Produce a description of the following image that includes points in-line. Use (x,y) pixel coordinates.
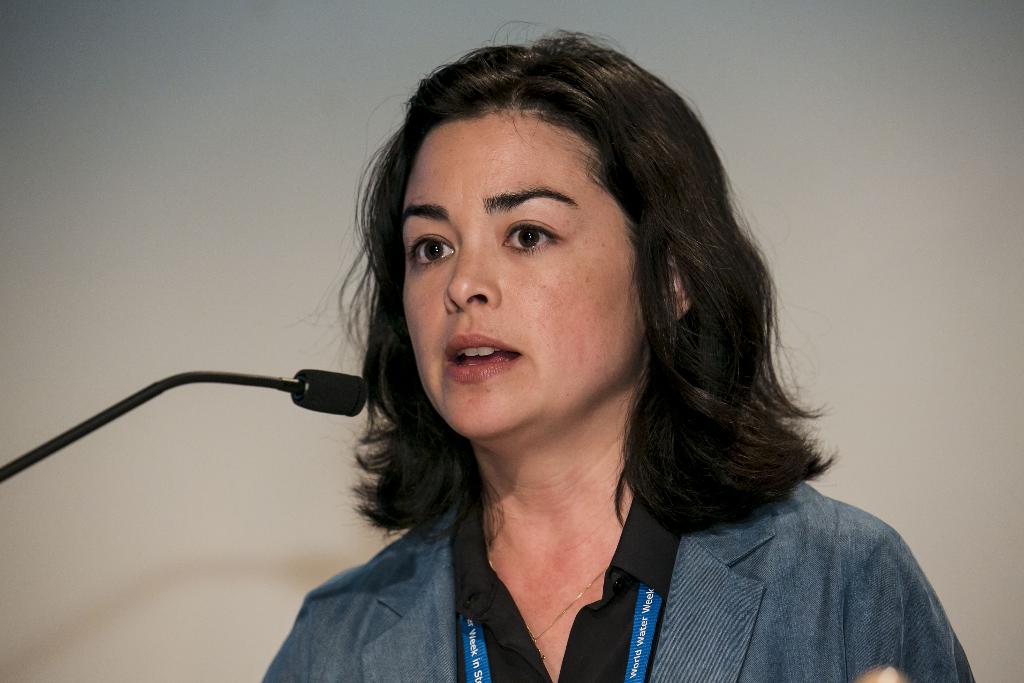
The woman (653,359) in the middle of the picture (557,419) wearing black shirt (600,611) and grey blazer (439,577) is talking on the microphone (58,437). In front of her, we see a microphone (109,416). In the background (66,172), it is white in color.
